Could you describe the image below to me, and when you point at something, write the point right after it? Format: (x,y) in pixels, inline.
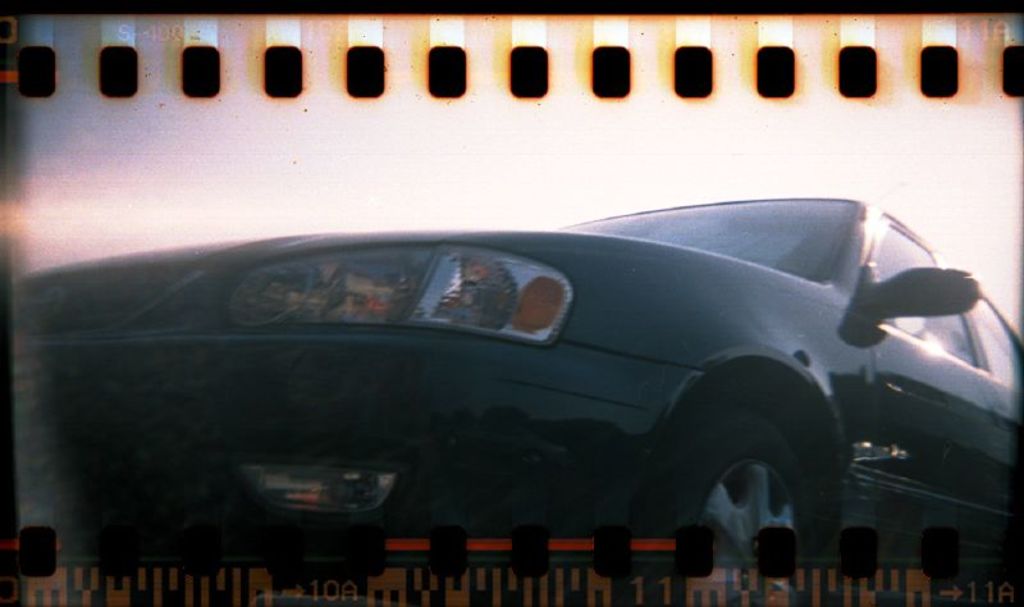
We can see screen (665,501), in this screen (1007,431) we can see car (832,318) and sky (607,176).
